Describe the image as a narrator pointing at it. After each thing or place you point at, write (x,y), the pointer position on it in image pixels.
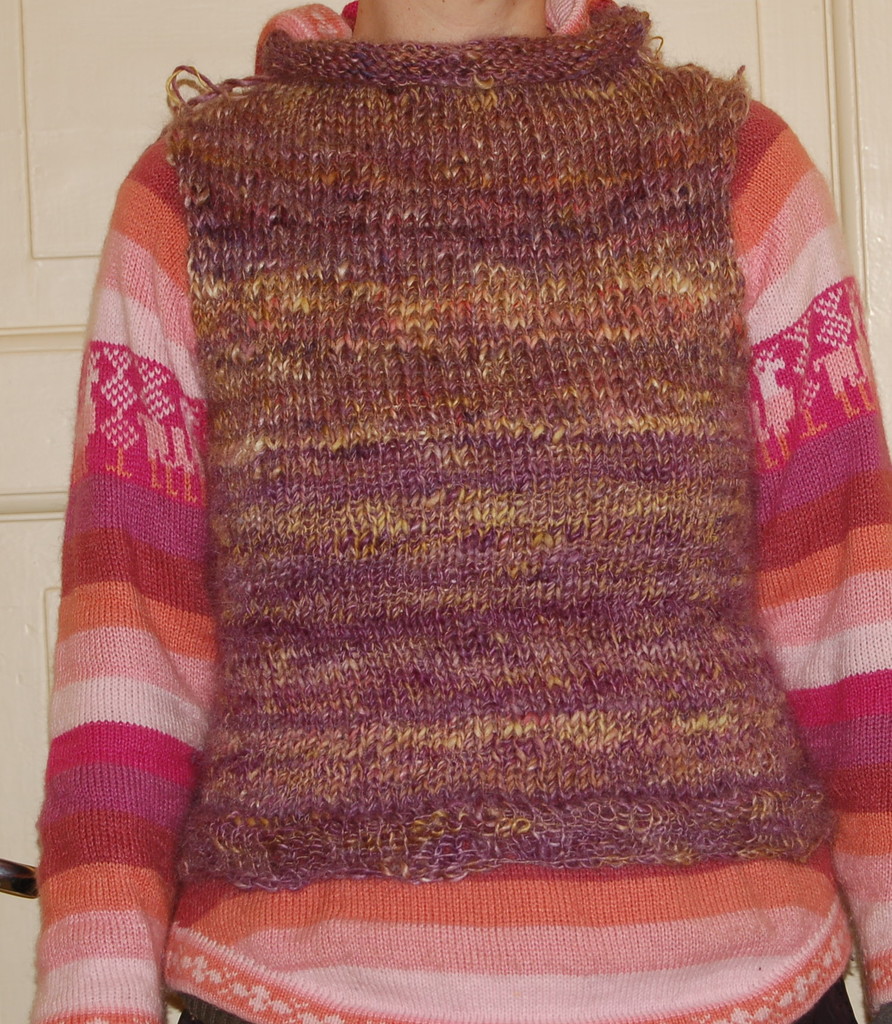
There is a person (525,62) in a brown color jacket (548,383). In the background (87,91), there is a door (47,295).
